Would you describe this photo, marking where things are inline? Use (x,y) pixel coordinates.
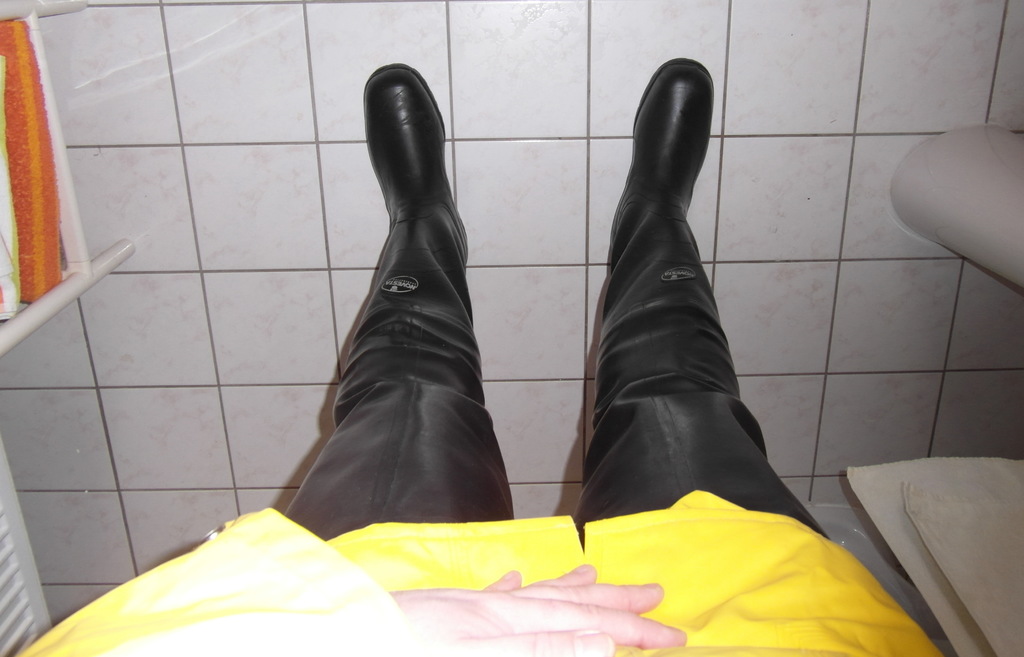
This image is in reverse direction. In this image, I can see a man (692,512) wearing a yellow color jacket (687,561), boots (403,178) and standing on the floor (544,205). On the left side (59,291) there is a table (71,233) on which I can see few clothes (23,208). On the right side (1003,219) there are few objects (1006,239).
